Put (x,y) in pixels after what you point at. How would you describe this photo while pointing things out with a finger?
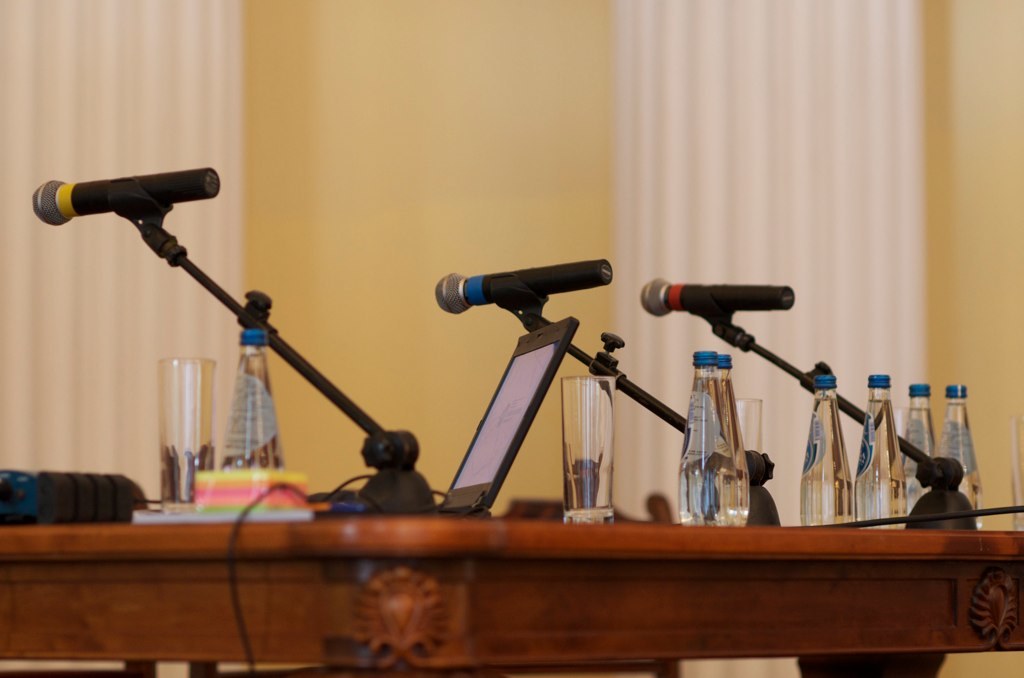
As we can see in the image there are curtains (134,95), yellow color wall (416,158) and table (371,626). On table (349,540) there is a tablet (502,440), bottles (827,492) and mike's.
